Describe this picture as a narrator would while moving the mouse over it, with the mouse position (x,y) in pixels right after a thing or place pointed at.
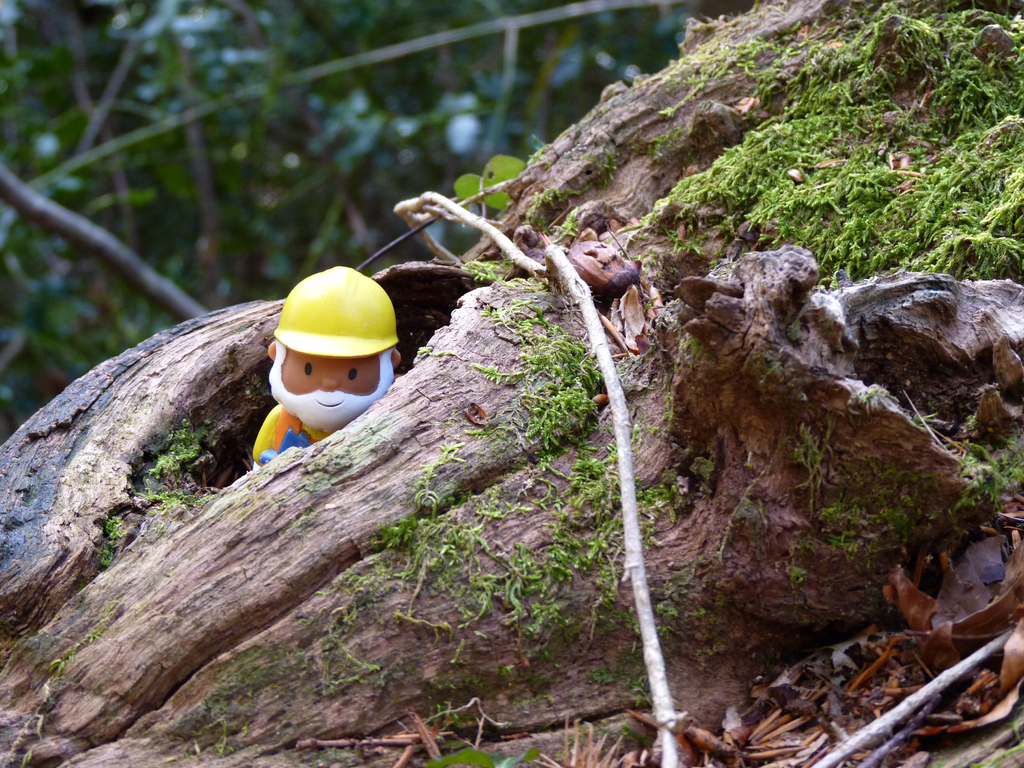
In the picture we can see a tree branch (563,609) with mold (891,511) on it which is green in color and in the branch (263,534) we can see a hole (414,334) and in it we can see a doll (289,412) and in the background (256,278) we can see some plants (207,150).
